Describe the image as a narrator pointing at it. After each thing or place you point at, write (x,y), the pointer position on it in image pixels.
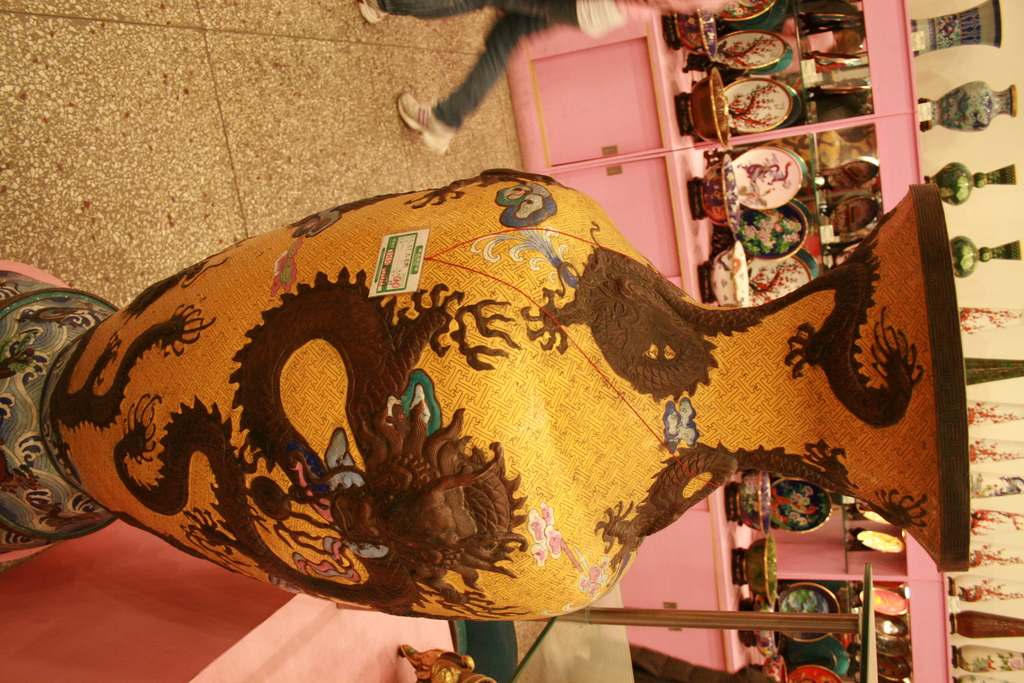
In the foreground of this image (441,471), there is a flower pot (507,426) in yellow color and a dragon cartoon (399,497) is printed on it. On right (990,172), there are few pots (971,366) and platters (750,211) and bowls (722,191). On top (409,100), there is a man (490,74) walking on the ground (341,90).
